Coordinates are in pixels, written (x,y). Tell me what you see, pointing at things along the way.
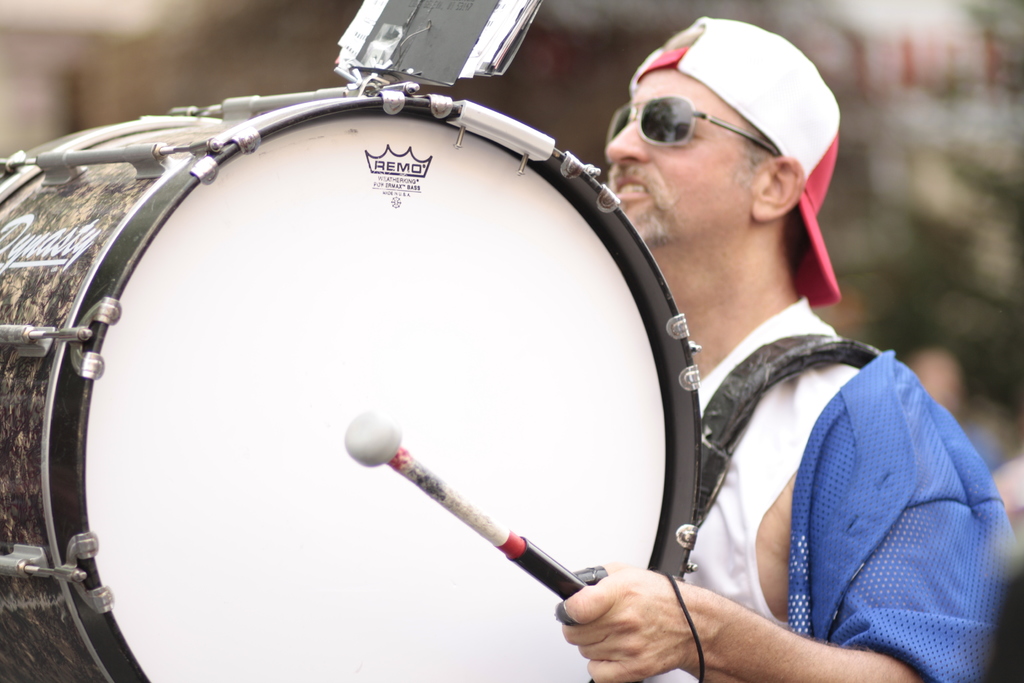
In this image we can see a man (754,245) playing drum (316,384). He is wearing white dress (789,465) with blue coat (861,518) and cap (778,141).
